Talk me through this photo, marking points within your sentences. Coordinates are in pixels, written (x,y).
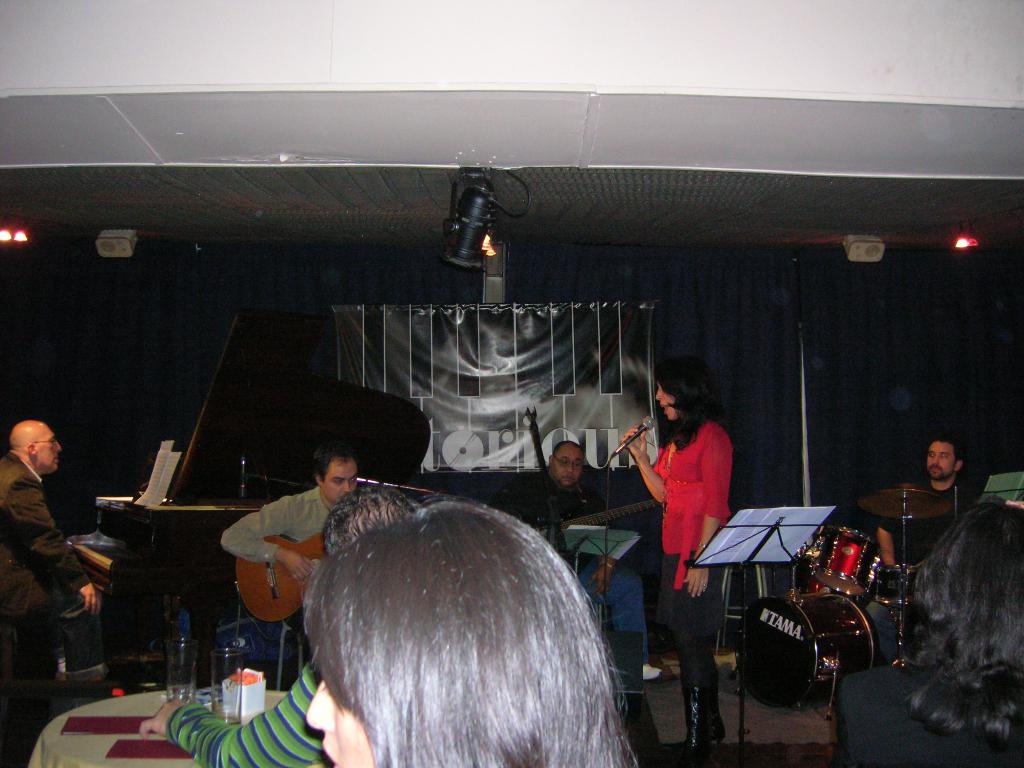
In the given image we can see that, there are many people (346,657) sitting and one is standing. This is a musical band (827,612), light (961,245), table (100,702). On the table (120,708) we can see a glass (184,641). This is a poster (471,379).
